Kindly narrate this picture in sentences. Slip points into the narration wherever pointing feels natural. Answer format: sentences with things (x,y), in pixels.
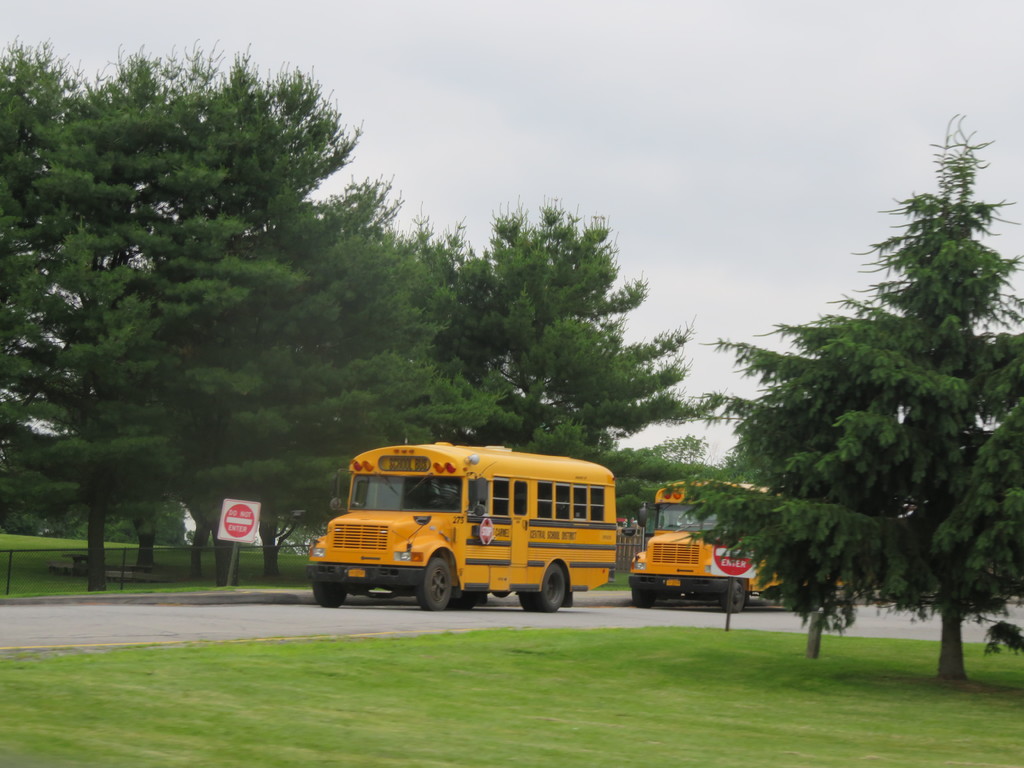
In the center of the picture (520,488) there are buses (382,518), sign board (227,516), trees (482,428), railing (629,549), road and grass (59,539). In the foreground (304,689) there is grass (428,669). Sky (435,135) is cloudy.
